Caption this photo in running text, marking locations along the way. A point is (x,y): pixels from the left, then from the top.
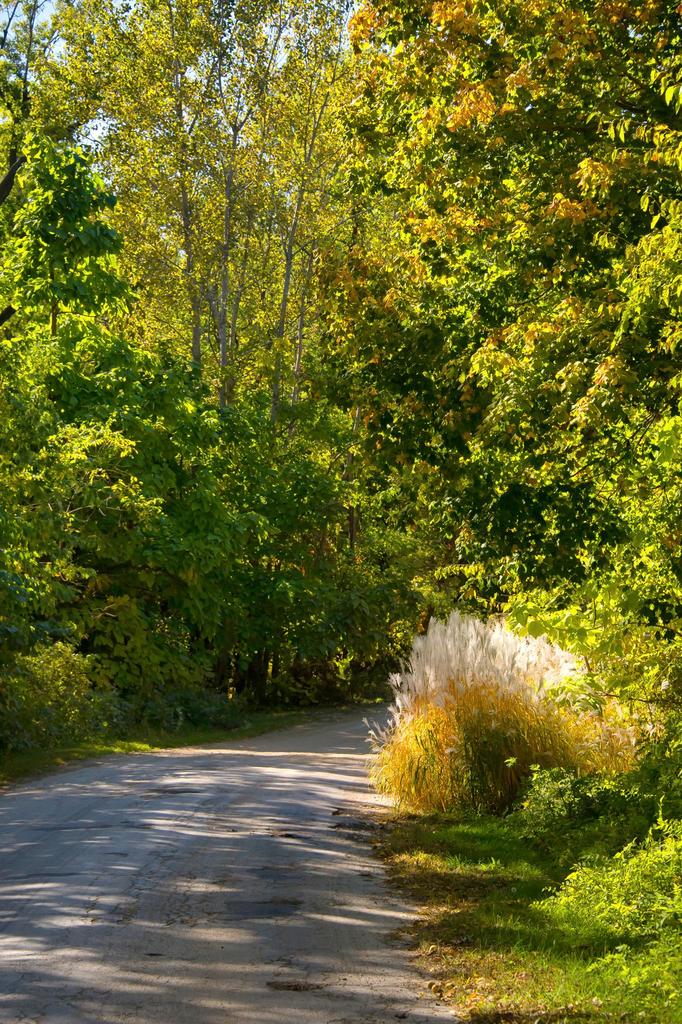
In this picture we can see the road (245,795), trees (310,500) and in the background (36,31) we can see the sky (36,46).
